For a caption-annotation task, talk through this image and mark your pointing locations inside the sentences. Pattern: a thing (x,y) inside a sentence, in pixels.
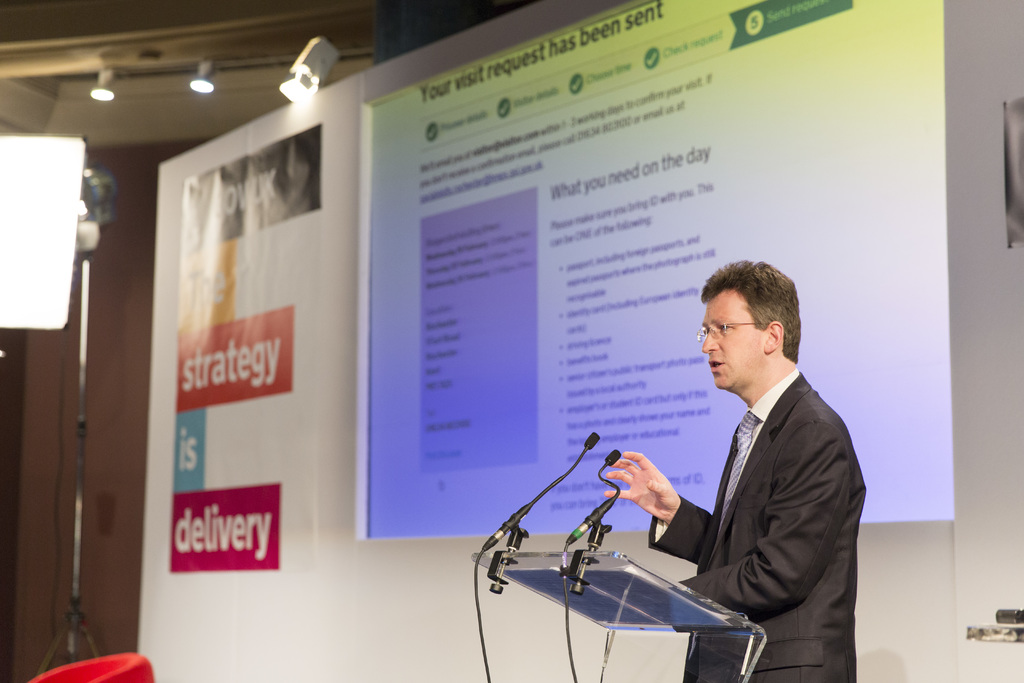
In this image, we can see a person (768,481) standing and wearing glasses (722,331), in front of him, we can see a podium (594,601) with mic stands (508,529). In the background (491,235), there is a screen (689,187) and we can see a board (258,252) and there are lights (60,189) and we can see another stand (74,546) and there is wall (107,298). At the bottom (110,656), we can see a red color object (109,667).
